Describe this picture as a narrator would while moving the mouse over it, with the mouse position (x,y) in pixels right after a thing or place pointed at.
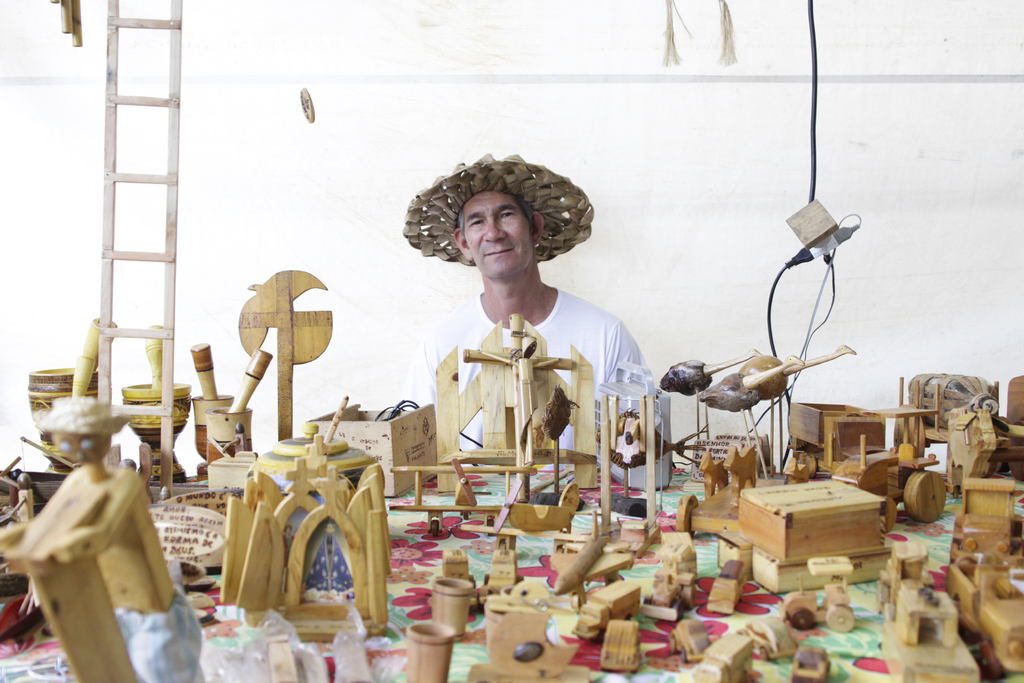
In this image there is a man (535,215), he is wearing a hat (552,193), there is a table (442,571) towards the bottom of the image (545,579), there is a cloth (409,544) on the table (464,523), there are objects (459,488) on the cloth (750,615), there is a ladder (109,45) towards the left of the image (112,70), there are wires (814,60), there are objects (78,15) towards the top of the image (672,49), at the background of the image (433,113) there is a wall (413,106), the background of the image (530,65) is white in color.
